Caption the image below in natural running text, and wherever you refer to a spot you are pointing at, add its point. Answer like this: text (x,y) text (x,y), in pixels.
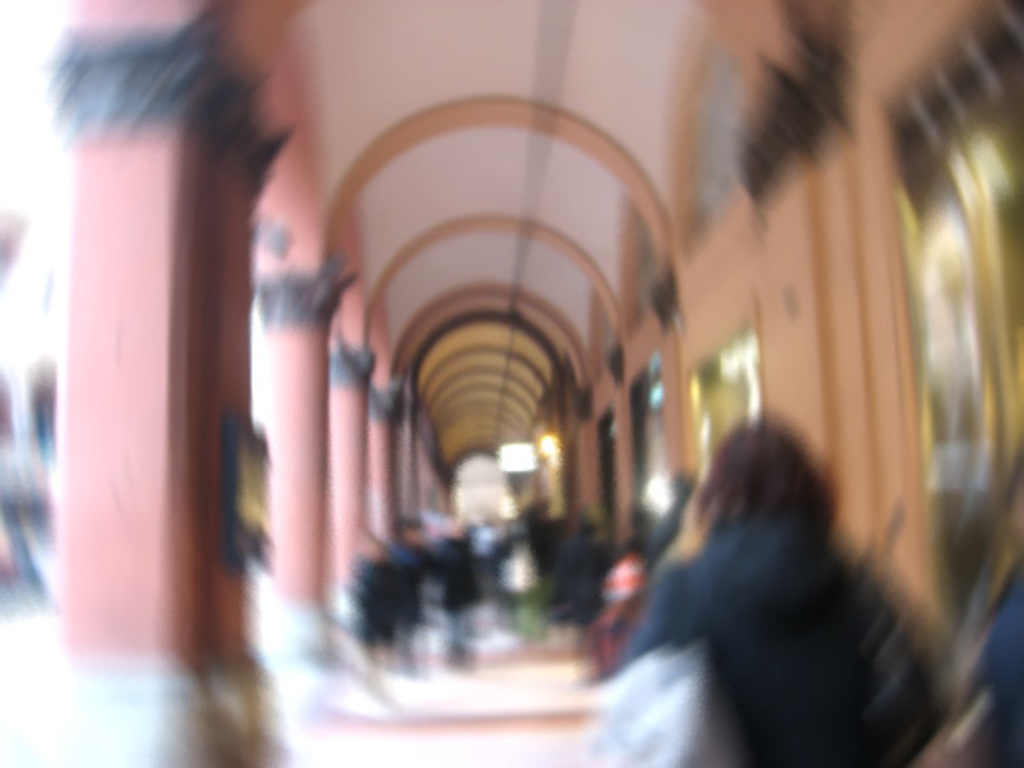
This is a blurred image with a few people (371,581), pillars (336,486) and the wall (782,330) with some objects (996,152). We can also see the roof (614,33) and the ground (503,652).
